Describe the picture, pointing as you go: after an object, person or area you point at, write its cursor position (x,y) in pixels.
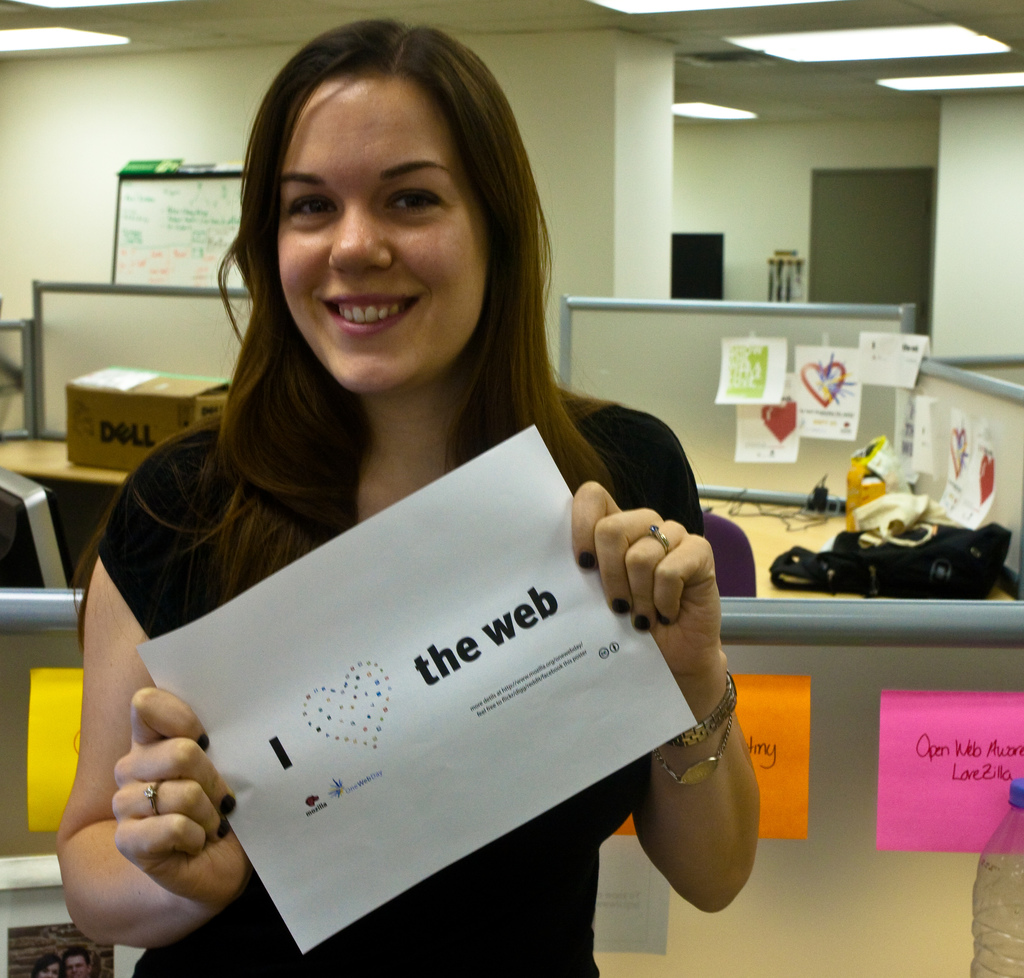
In this image woman (419,908) is standing by holding the paper (411,616). At the back side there are desks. On top of the desks (773,508) there are some objects (835,511). On top of the roof (765,83) there are lights (903,47) and at the back side (752,185) there is a wall (752,185).
